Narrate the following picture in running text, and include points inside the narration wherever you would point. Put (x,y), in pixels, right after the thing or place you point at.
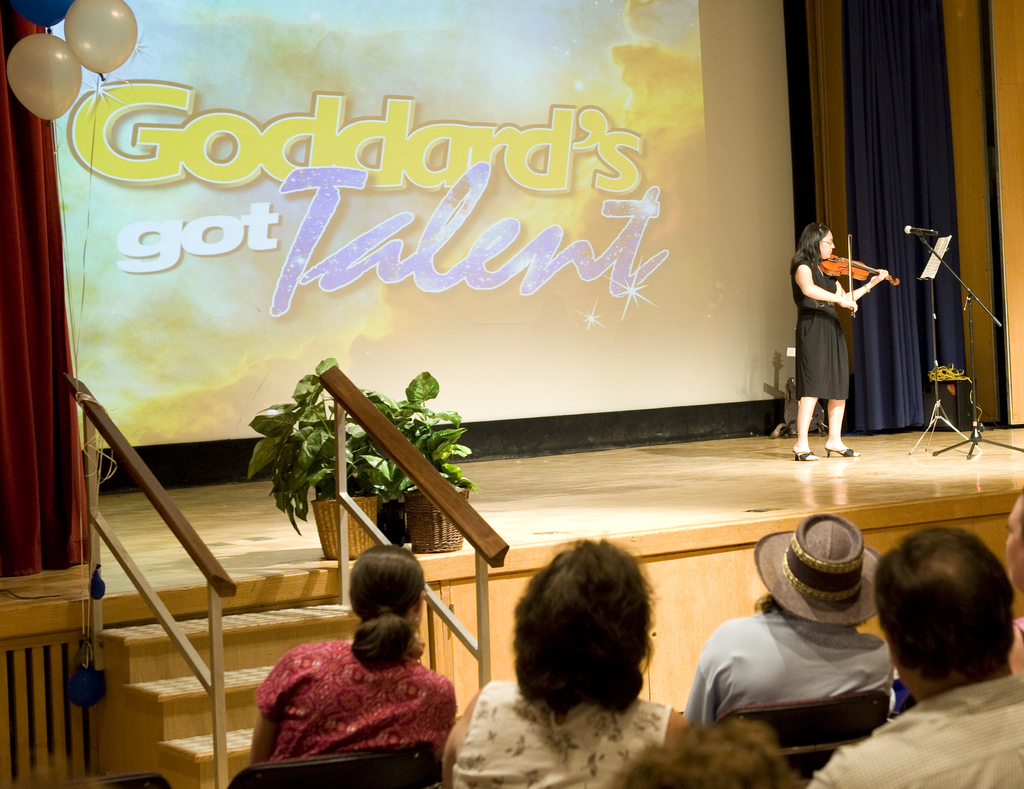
In this picture there is a woman (816,381) standing on the stage (996,455) and playing violin (886,279) and we can see microphone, stands (937,386) and plants (378,473) with pots (375,504). These are audience (1005,767) sitting on chairs (273,788) and we can see railing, steps (322,606), curtain (74,521) and balloons (117,14). In the background of the image (550,221) we can see blue curtain (868,224) and screen (774,385).
